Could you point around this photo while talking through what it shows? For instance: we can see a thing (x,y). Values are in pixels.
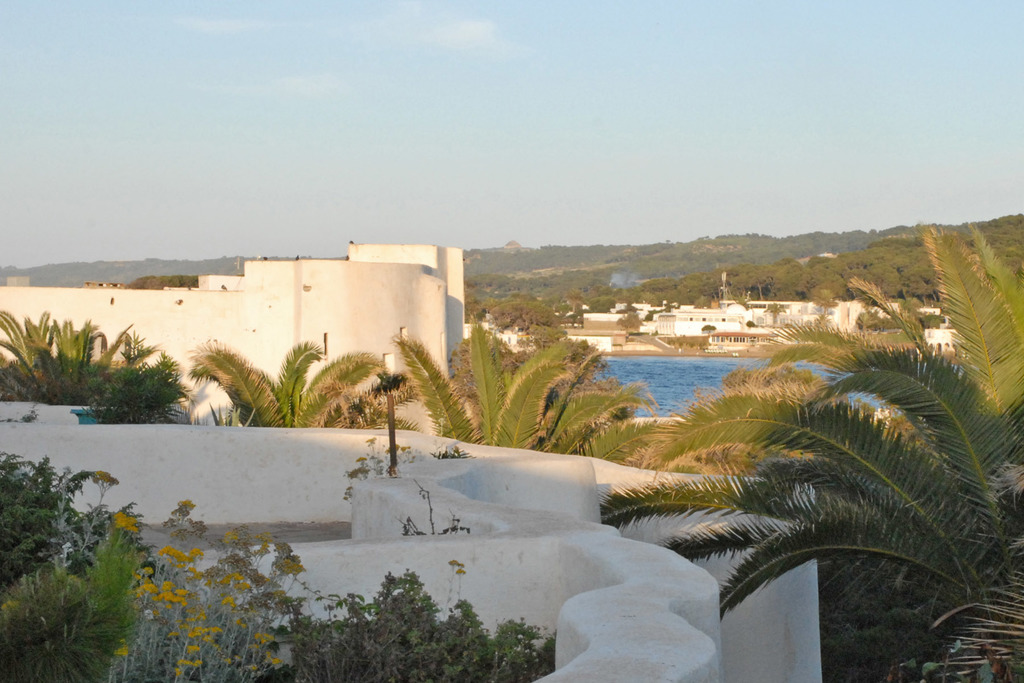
These are the trees (469,377) and plants (209,611) with flowers (191,600). I think this is the terrace (334,522). I can see the buildings (738,323). This looks like a water (686,371). I think these are the hills (763,244).
